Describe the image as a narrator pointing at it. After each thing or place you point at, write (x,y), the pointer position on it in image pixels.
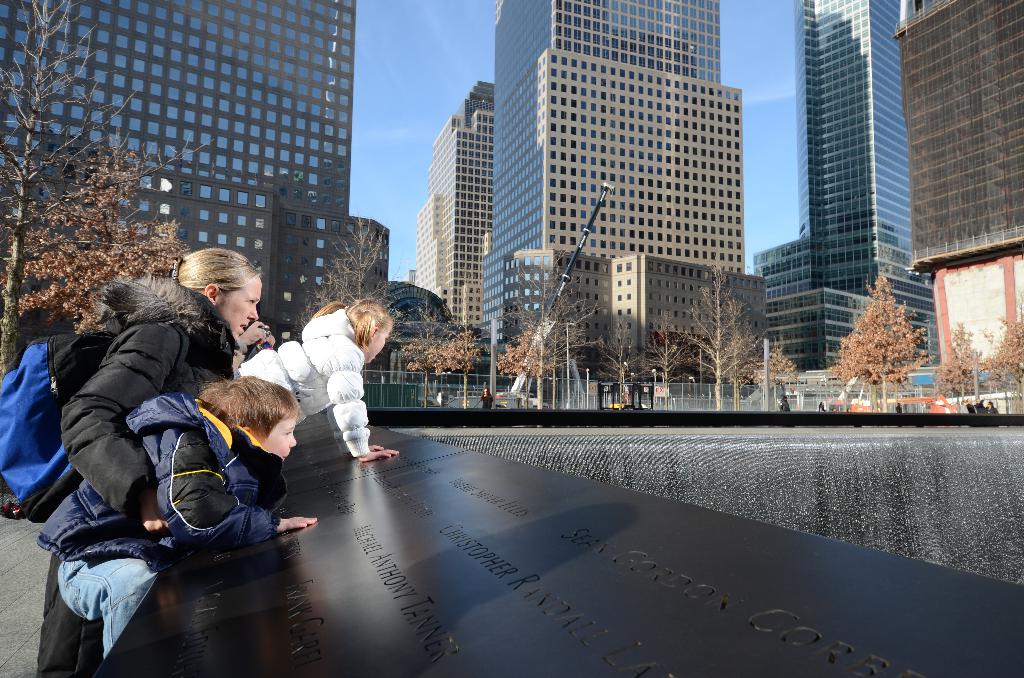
In the center of the image (355,408) we can see a few people (232,444) are in different costumes (187,413). In front of them, there is a platform (452,509) with some text (572,536). In the background (387,133), we can see the sky (408,73), buildings (459,174), trees (735,299), water (725,469), few people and a few other objects (752,394).
